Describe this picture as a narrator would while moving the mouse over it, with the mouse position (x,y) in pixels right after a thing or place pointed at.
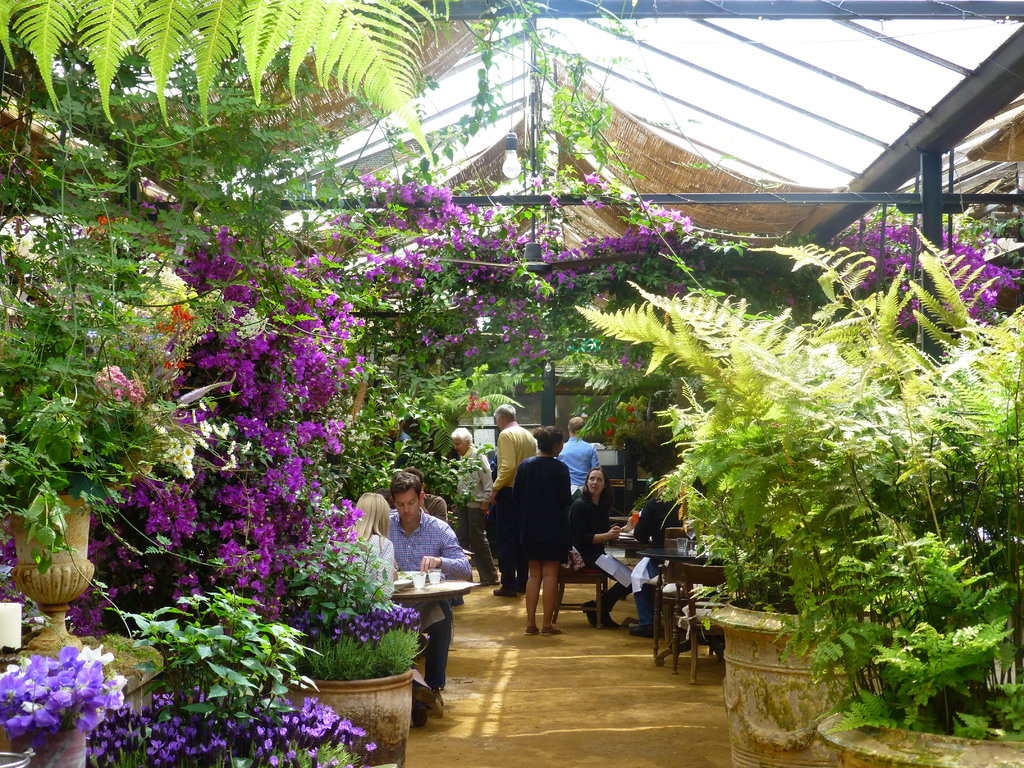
In the picture it looks like a restaurant (476,649) and many people (517,551) were sitting and some of them are standing and there are beautiful plants (287,442) around the restaurant (424,460).
